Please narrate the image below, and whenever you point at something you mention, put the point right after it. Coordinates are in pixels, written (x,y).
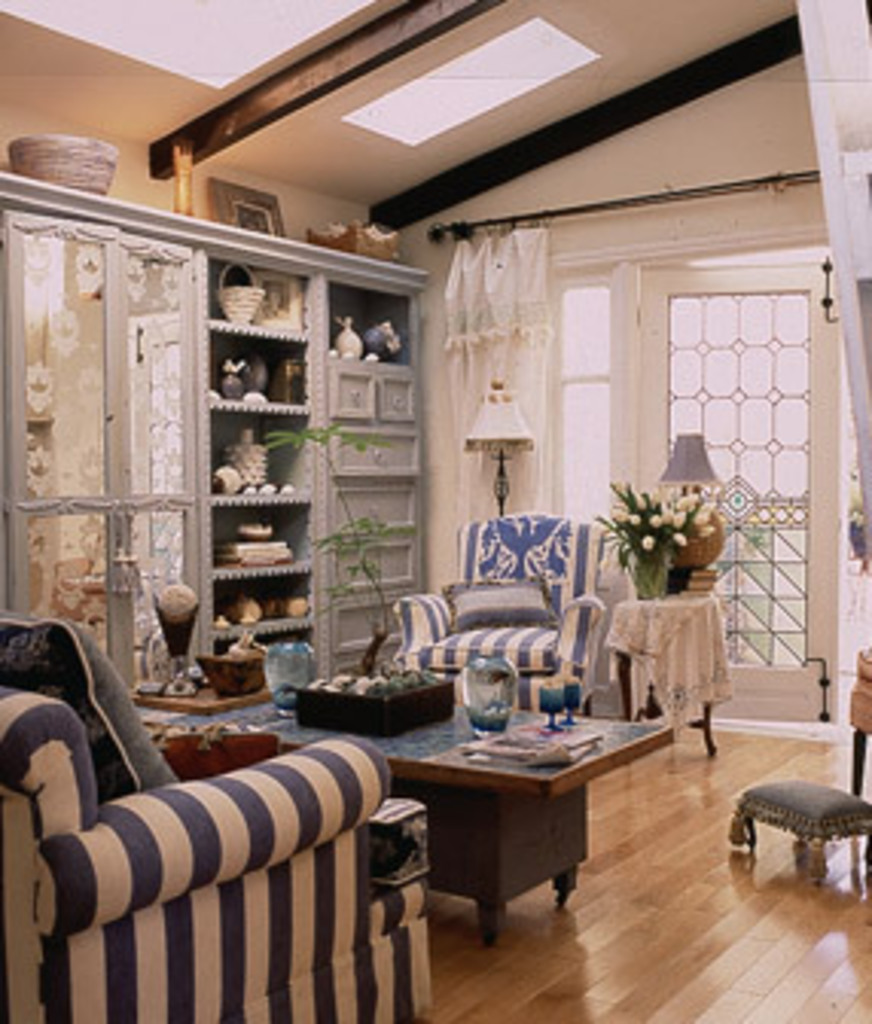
Here we can see interior of the house (423,257) there are two chairs (138,791) placed in between them there is a table (584,726) present, there are couple of racks (186,472) at the left side (132,485), there is a door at the right side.
